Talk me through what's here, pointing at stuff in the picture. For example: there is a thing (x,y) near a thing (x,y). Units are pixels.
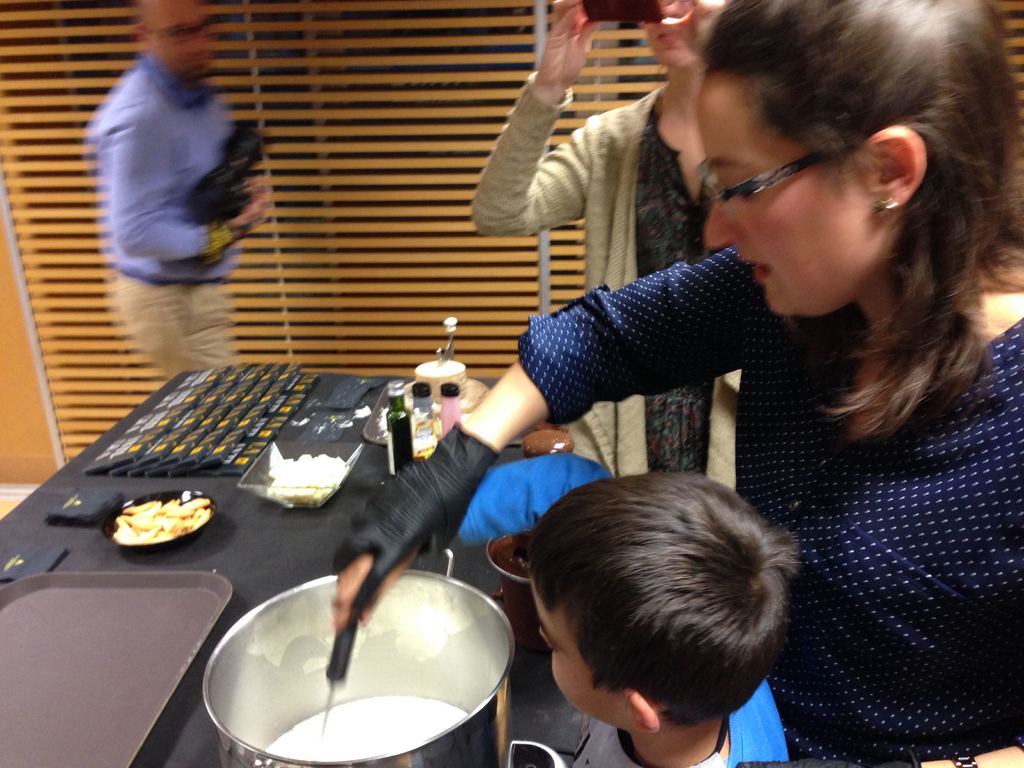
In this picture we can see few people (583,375), in front (202,577) we can see the table (279,583) on it few objects (210,605) are placed along with some eatables things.
